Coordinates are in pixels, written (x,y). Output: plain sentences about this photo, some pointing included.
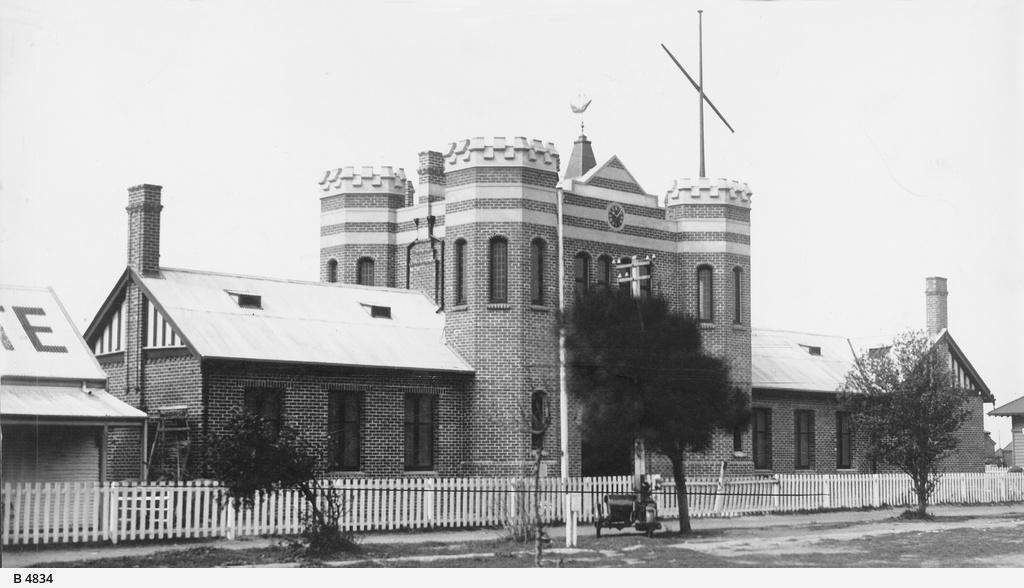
In this image I can see the road (769,535). To the side of the road (695,536) I can see the motorbike (602,512) and many trees (608,313). To the side there is a railing (558,488). In the background (430,294) there is a building (536,190) and the sky (515,129). And this is black and white image.
